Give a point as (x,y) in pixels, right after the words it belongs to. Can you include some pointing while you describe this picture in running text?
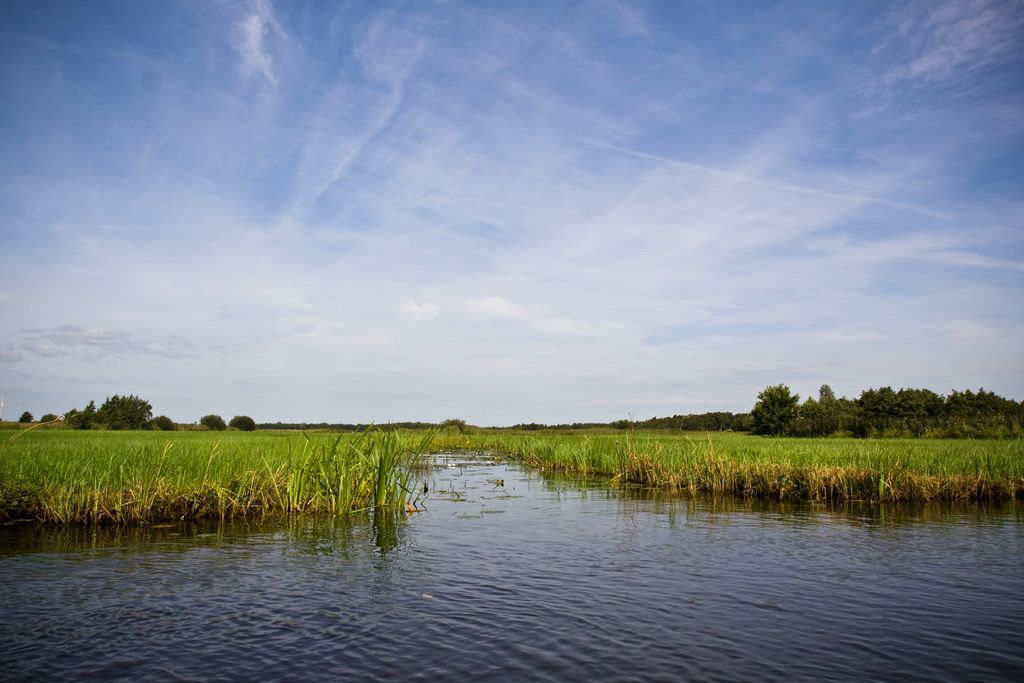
In this image, we can see trees (94,423) and there are plants (350,447). At the top (312,118), there is sky (438,211) and at the bottom (475,573), there is water (443,601).
